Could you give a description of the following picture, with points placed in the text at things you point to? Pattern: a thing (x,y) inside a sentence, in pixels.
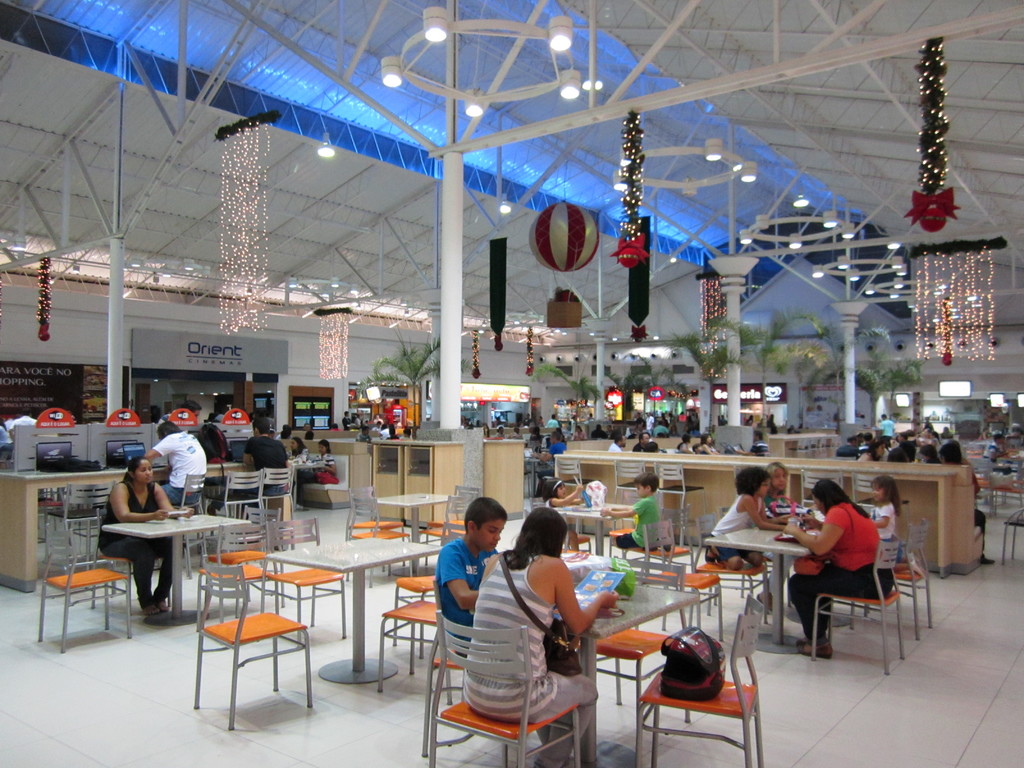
Group of people (651,506) sitting on the chair (904,540). We can see tables (413,508) and chairs (671,546). On the chair (648,695) we can see bag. On the top (454,100) we can see lights (737,166), balloon (557,237). On the background (347,370) we can see wall (318,382). This is floor (197,711).
